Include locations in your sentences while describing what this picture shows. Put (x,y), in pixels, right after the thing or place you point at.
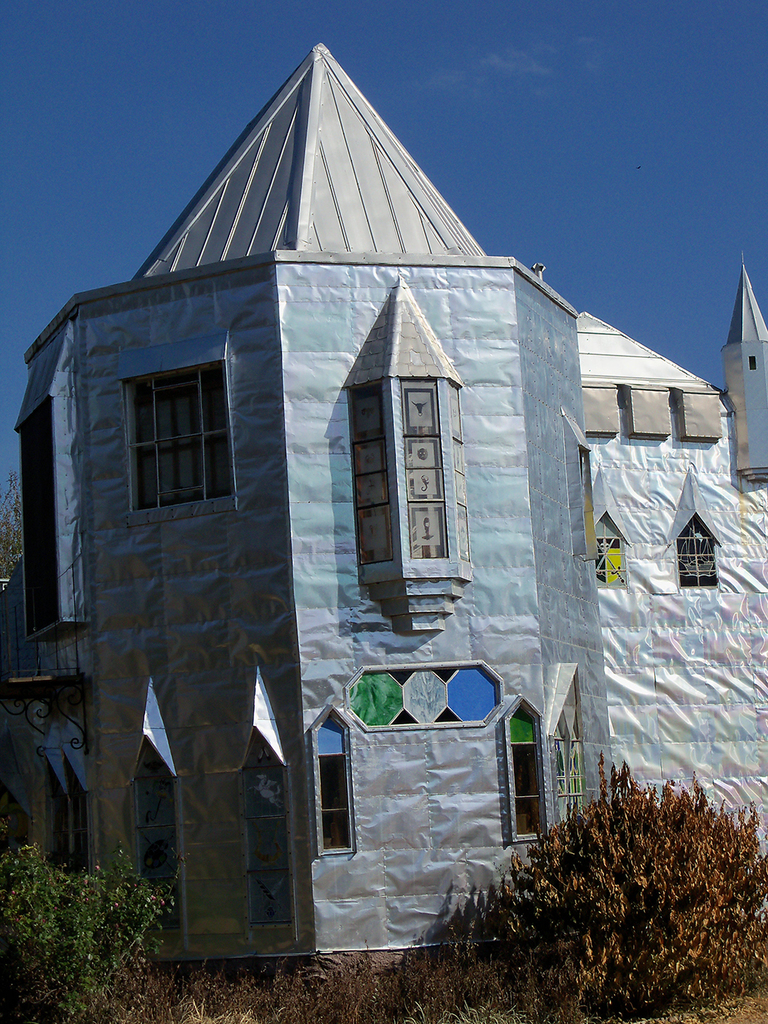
This image is taken outdoors. At the top of the image (599,155) there is a sky (627,135). At the bottom of the image (420,985) there is a ground (666,1023) with grass (283,1014) and a few plants (702,843) on it. In the middle of the image (427,417) there is an artificial building (294,257) with iron sheets (451,858), iron bars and grills (196,435).
